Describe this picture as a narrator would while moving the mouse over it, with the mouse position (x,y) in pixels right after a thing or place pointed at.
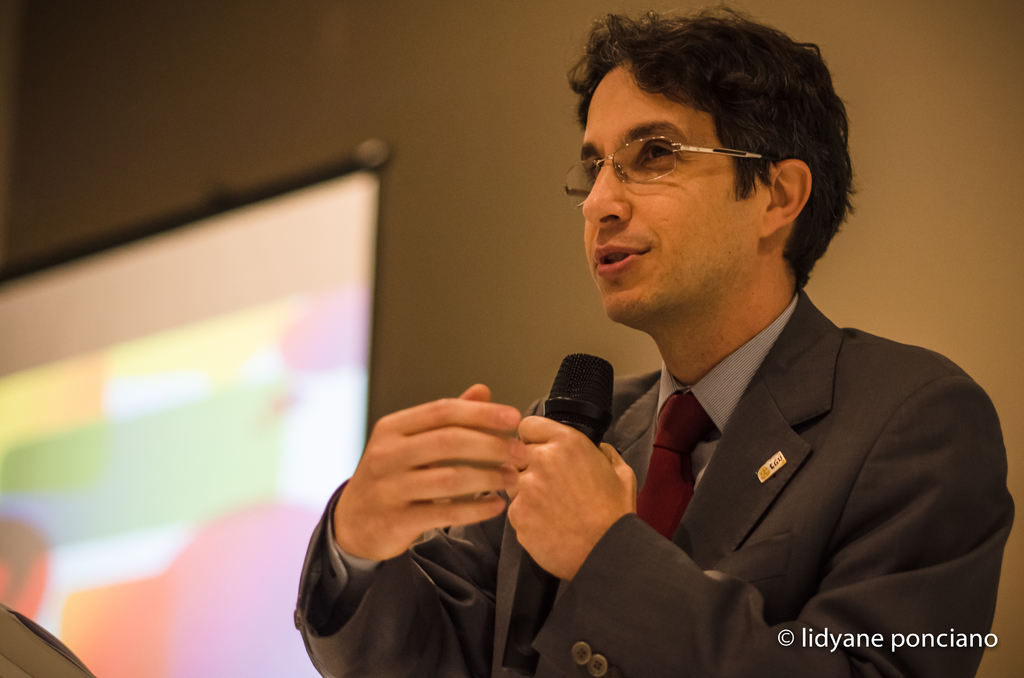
On the right side of the image (795,607) we can see a man (751,429) standing and holding a mic (586,422) in his hand (624,465). On the left (134,392) there is a screen (214,392). In the background (477,245) there is a wall (477,245).
